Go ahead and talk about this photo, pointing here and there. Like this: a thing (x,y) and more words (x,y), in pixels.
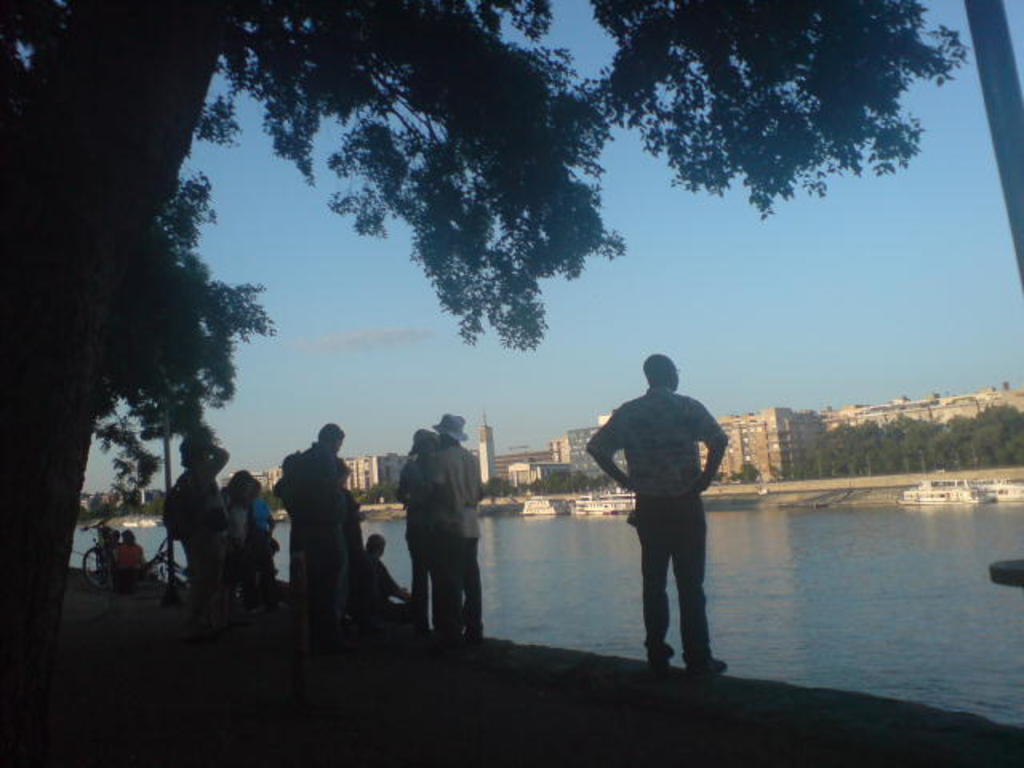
In this picture, we can see a few people (640,449), ground (151,702), poles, bicycles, trees (53,693), water (839,529), boats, and we can see a few buildings (793,459) with windows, and the sky (643,329).
